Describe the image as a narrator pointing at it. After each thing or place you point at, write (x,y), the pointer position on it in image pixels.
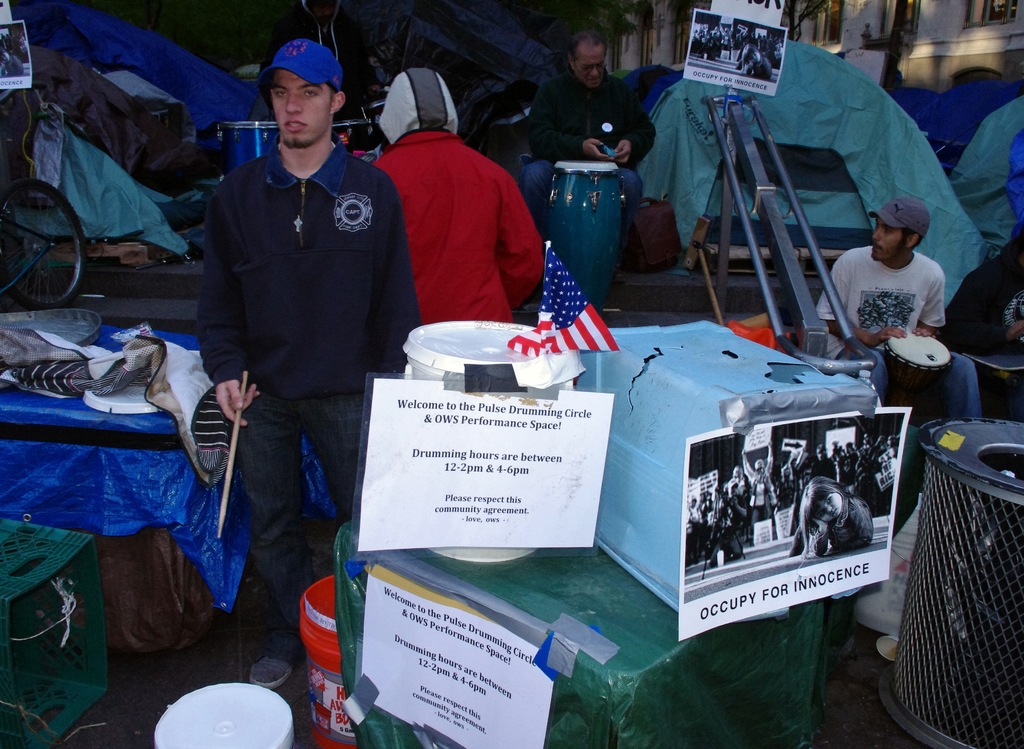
This picture shows three people (299,219) standing and two people (553,153) are seated and holding drums (588,174) in their hand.
